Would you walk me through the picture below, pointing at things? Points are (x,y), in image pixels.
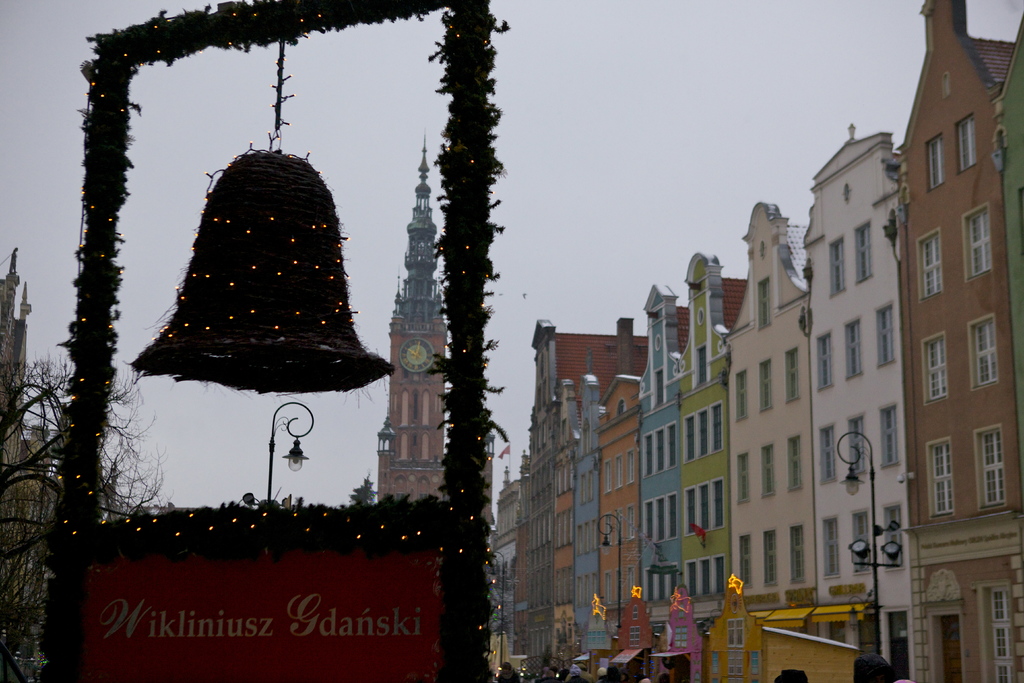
This picture is clicked outside. On the left (249,159) we can see the sculpture (314,204) of a bell (246,299) hanging on the stand (453,71) and there is a text (204,620) on the stand (363,574) and we can see the lamps (295,449) attached to the poles (871,481) and we can see the decoration lights (458,443), a spire (434,295) and the buildings (763,463). In the background (569,87) there is a sky (667,44) and a flag (505,454).
